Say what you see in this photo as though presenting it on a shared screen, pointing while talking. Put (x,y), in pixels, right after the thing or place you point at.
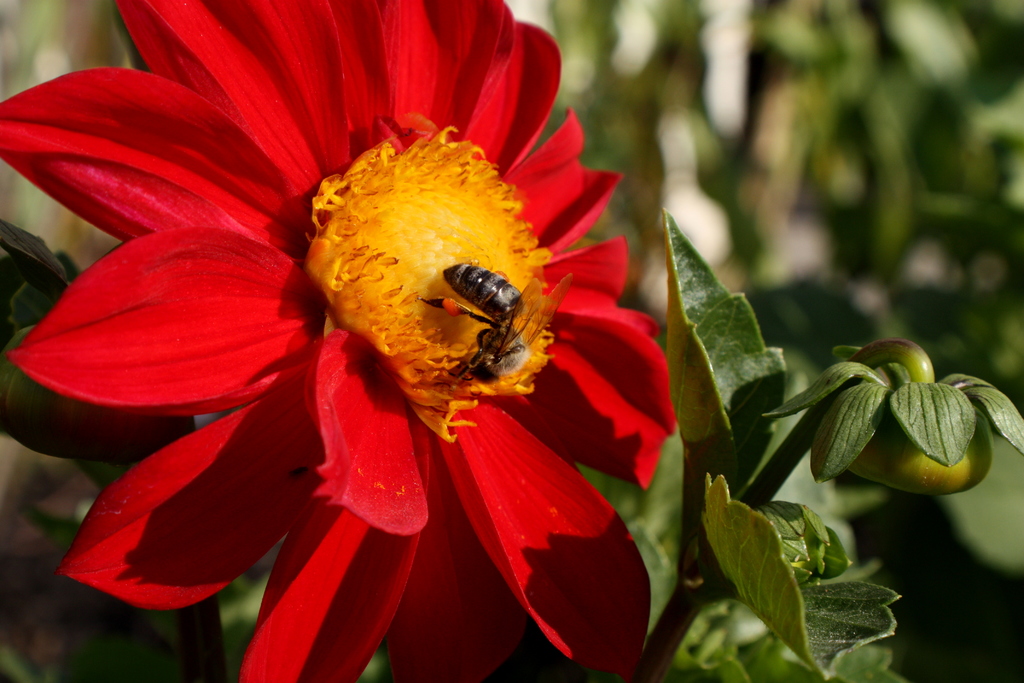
There is a bee (535,324) on the yellow color part (340,204) of a red color flower (600,266). On the right side (958,473), there is a plant (930,473) having a flower bud (940,484). And the background (66,45) is blurred.
